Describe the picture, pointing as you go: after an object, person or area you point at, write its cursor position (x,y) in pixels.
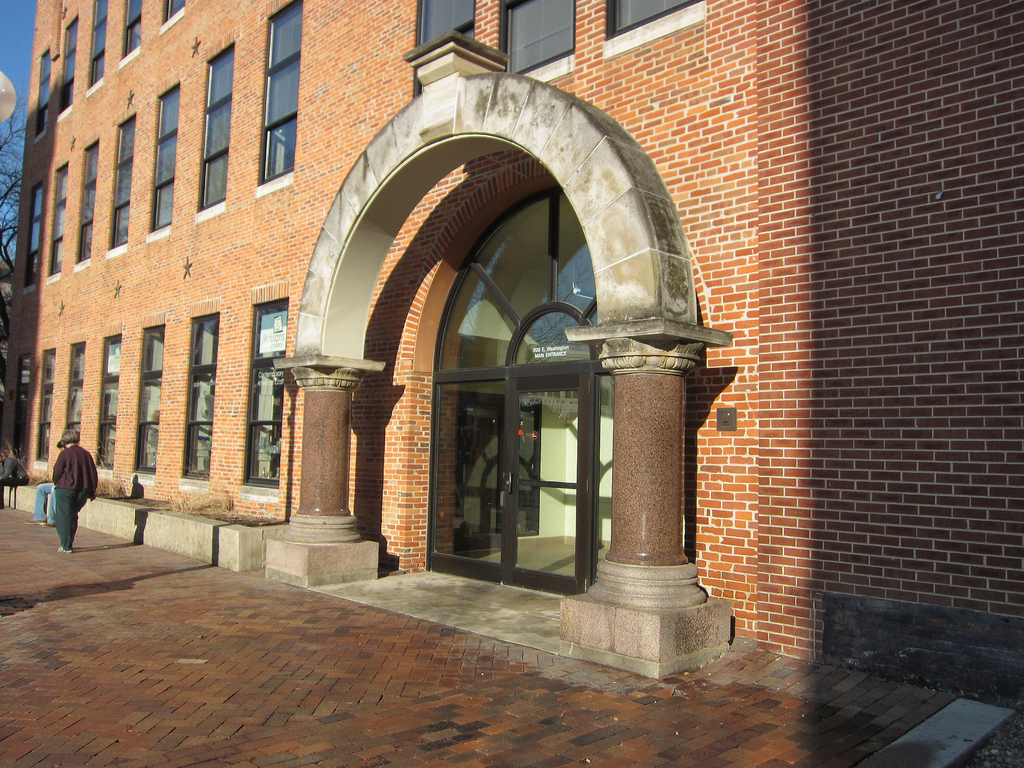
In this image there is a building (501,285), in front of the building (525,164) there is a glass entrance door (518,414), in front of the building (353,422) there is a person (63,475) walking and there is another person (46,518) sitting on the concrete platform (177,525), beside the building (314,553) there are trees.
